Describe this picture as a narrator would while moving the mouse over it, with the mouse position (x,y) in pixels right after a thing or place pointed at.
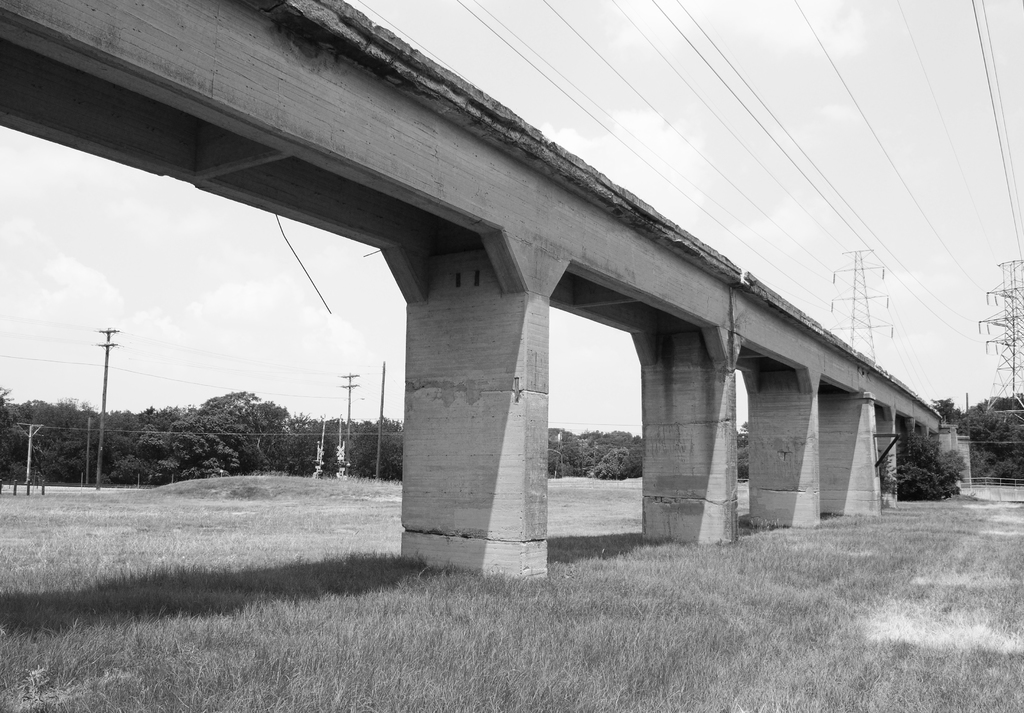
In this picture there is a concrete bridge (368,165) on the green lawn (601,579) and above we can see huge electric pole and cables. In the background (248,434) there are some trees (268,418) and electric poles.
